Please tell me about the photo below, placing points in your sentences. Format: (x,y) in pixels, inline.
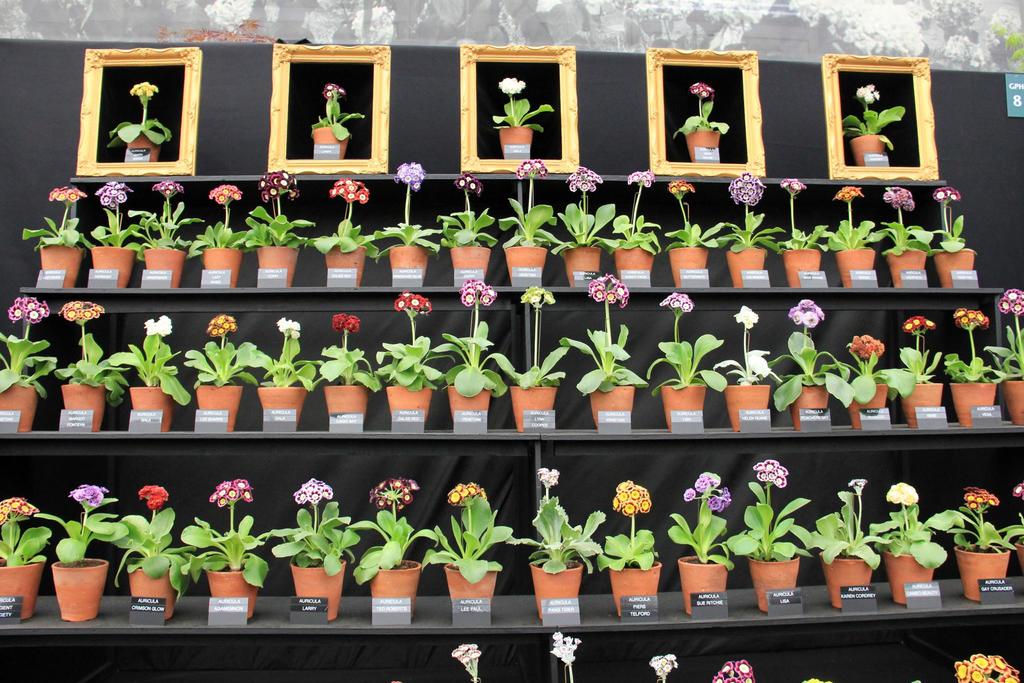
In this image, we can see a shelf (531,604), on the shelf (46,435), we can see a flower pot (226,399) with plants (352,370) and flowers (594,301) with different colors, we can also see the board (213,608) on the flower pot (927,402), on which some text (882,157) is written on it. In the background (491,91), we can see black color, gray color and white color. At the bottom (997,661), we can see some flowers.
